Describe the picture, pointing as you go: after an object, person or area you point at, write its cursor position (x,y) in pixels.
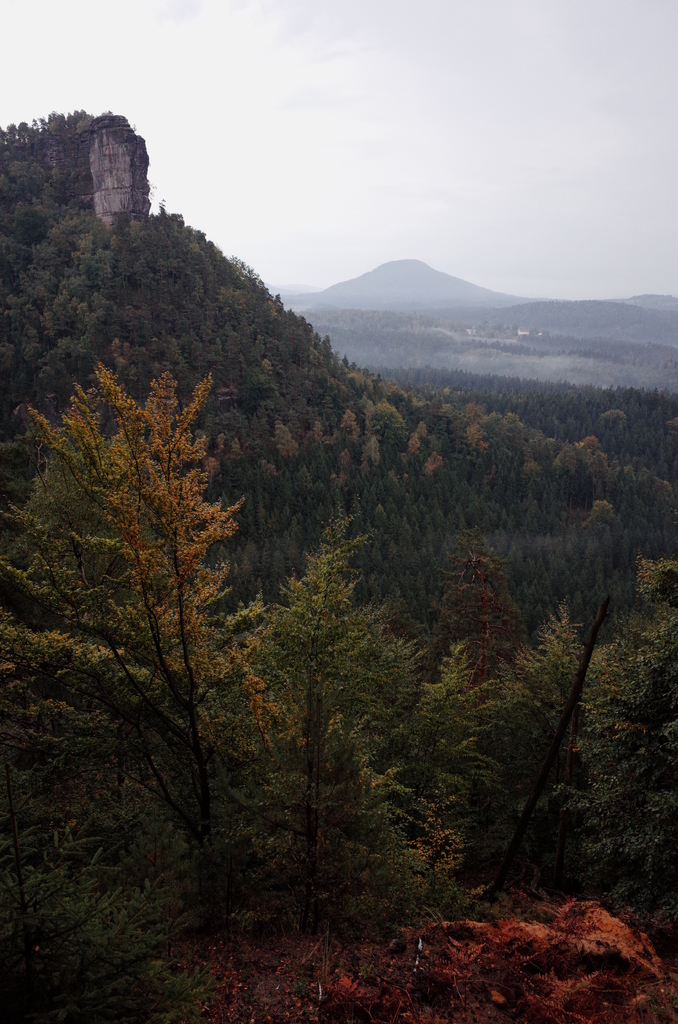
In this image we can see some trees (350,615) and in the background of the image (272,371) there are some mountains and cloudy sky (339,114).
